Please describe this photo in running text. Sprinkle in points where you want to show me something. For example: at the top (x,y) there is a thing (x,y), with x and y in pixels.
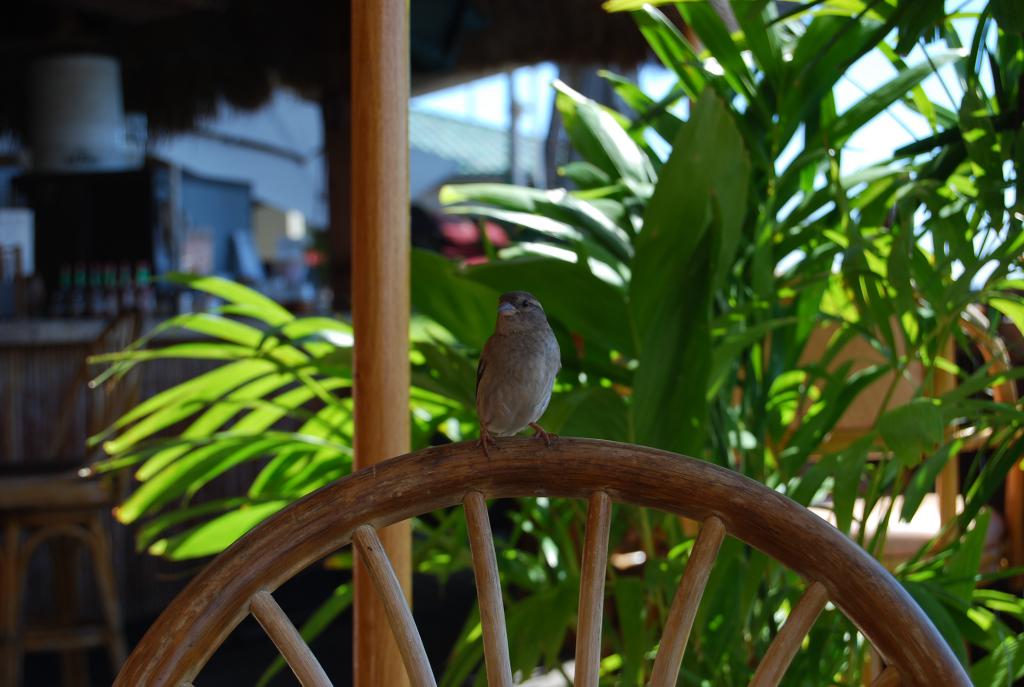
In this image I can see a wooden thing (571,493) in the front (601,496) and on it I can see a bird (493,435). In the background (285,325) I can see a pole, few plants (671,391), few other things (182,248) and I can see this image is little bit blurry in the background (678,203).
